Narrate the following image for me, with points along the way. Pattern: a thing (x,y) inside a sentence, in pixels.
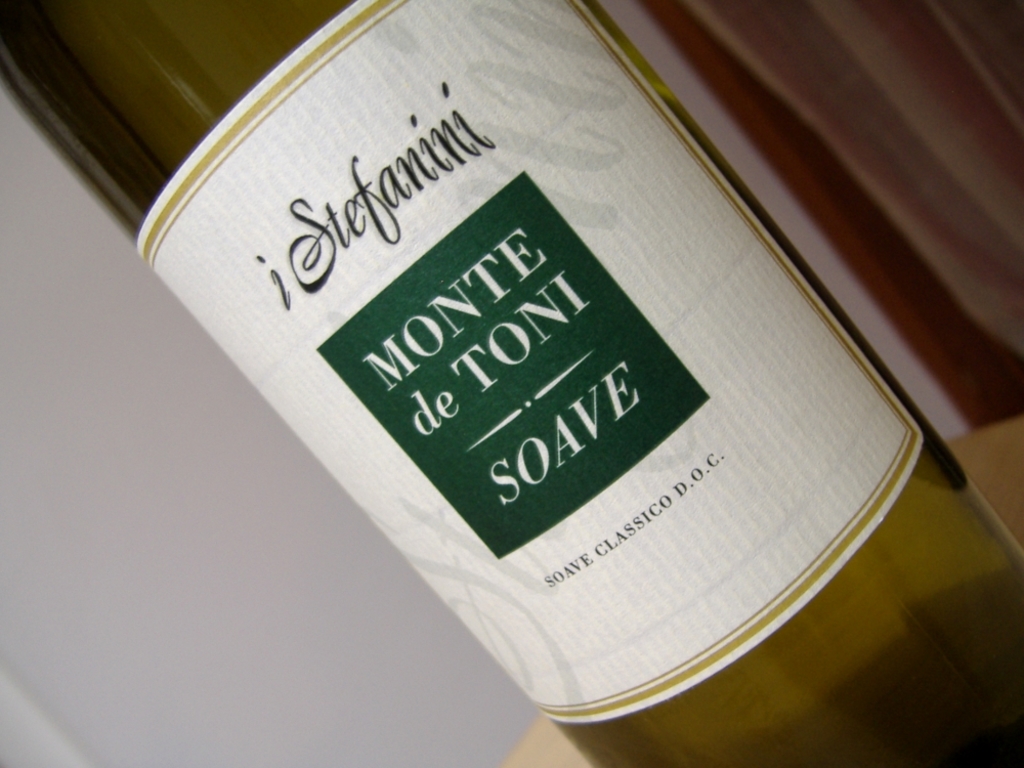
This picture is mainly highlighted with a bottle (486,429).
